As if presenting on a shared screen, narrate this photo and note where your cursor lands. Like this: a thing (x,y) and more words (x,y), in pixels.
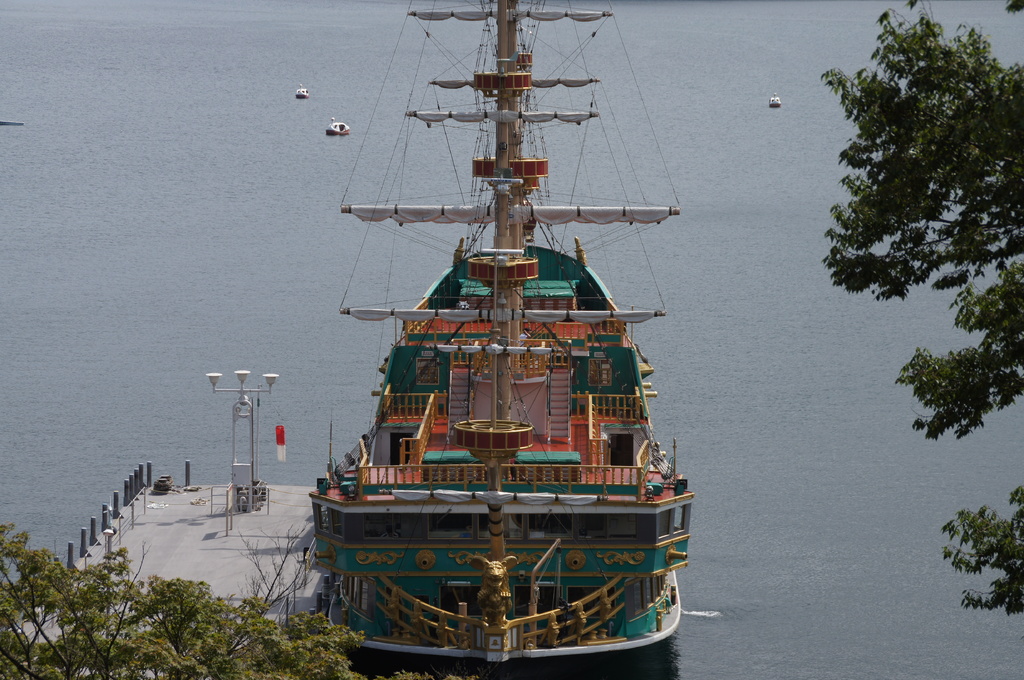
In this image I can see water (428,195) and on it I can see a ship (401,315). On the left side of this image (298,497) I can see a platform (204,493) and on it I can see number of poles (259,444) and three lights (218,378). I can also see few trees (976,43) in the front (844,159) and in the background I can see three white color things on the water (264,231).
